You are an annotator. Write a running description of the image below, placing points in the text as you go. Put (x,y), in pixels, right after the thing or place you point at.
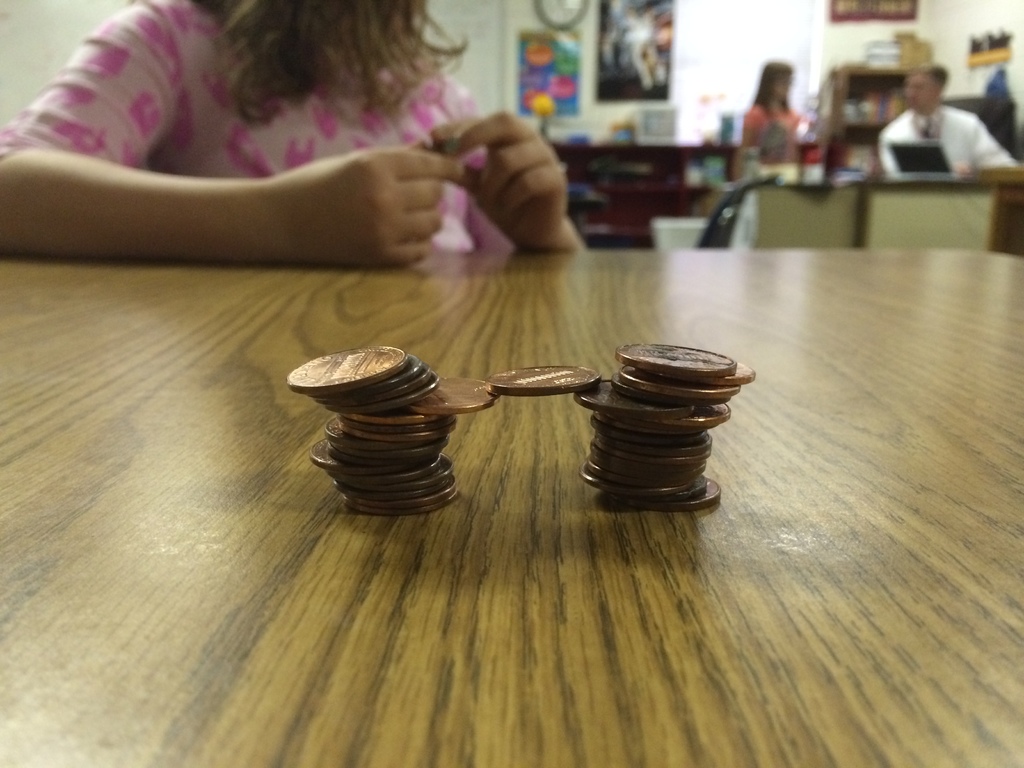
This coins (410,371) are highlighted in this picture. This coins (700,401) are kept on a table (727,683). This girl (395,163) is sitting on a chair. Far this 2 persons (781,125) are there. In-front of this 2 persons (896,138) there is a table (862,211), on table (928,190) there is a laptop (916,159) and things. On wall (588,55) there are different type of posters (535,69) and clock (579,4). This is a rack (837,110) with things (869,111).
